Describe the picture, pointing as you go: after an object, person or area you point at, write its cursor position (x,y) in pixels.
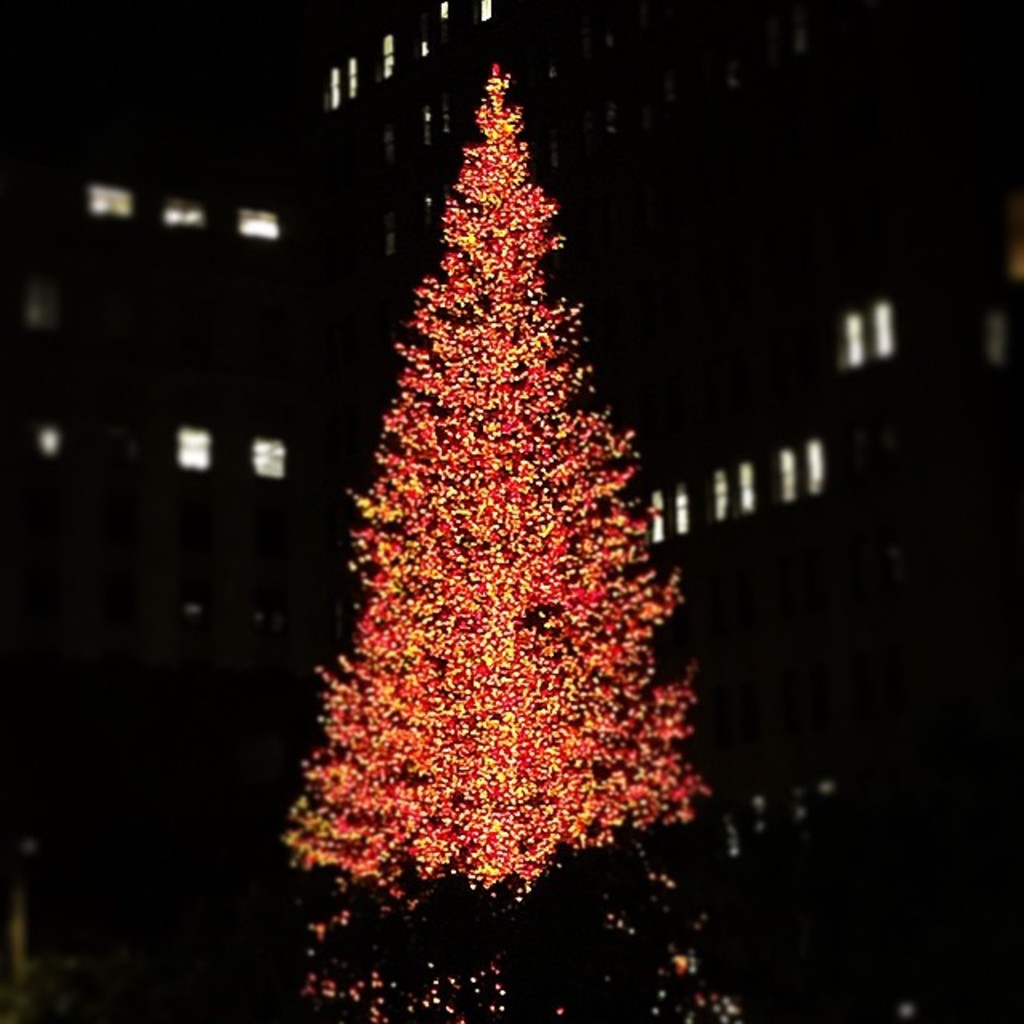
In this image I can see a red colour tree (422,326) over here and In the background (202,439) I can see lights (1019,235). I can also see this image is little bit in dark from background (217,347).
